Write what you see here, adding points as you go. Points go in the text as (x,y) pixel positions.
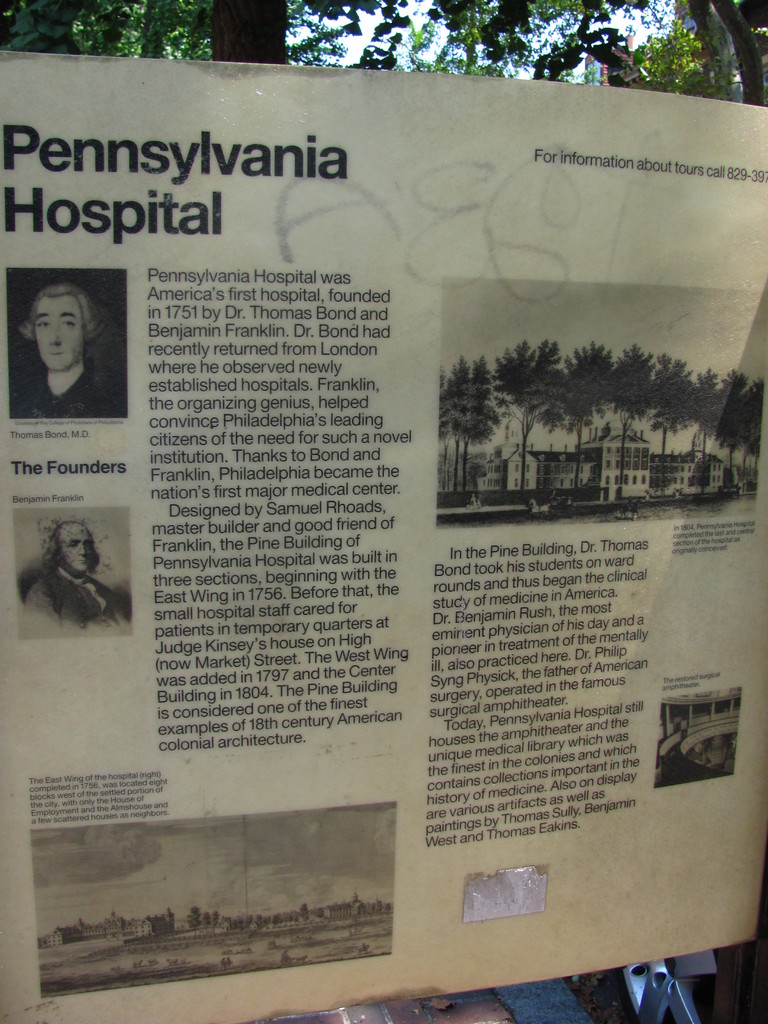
In this image we can see a board (310,588) with text (618,624) and images (705,475). At the top (212,23) we can see the trees (528,13), building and the sky (533,28).
